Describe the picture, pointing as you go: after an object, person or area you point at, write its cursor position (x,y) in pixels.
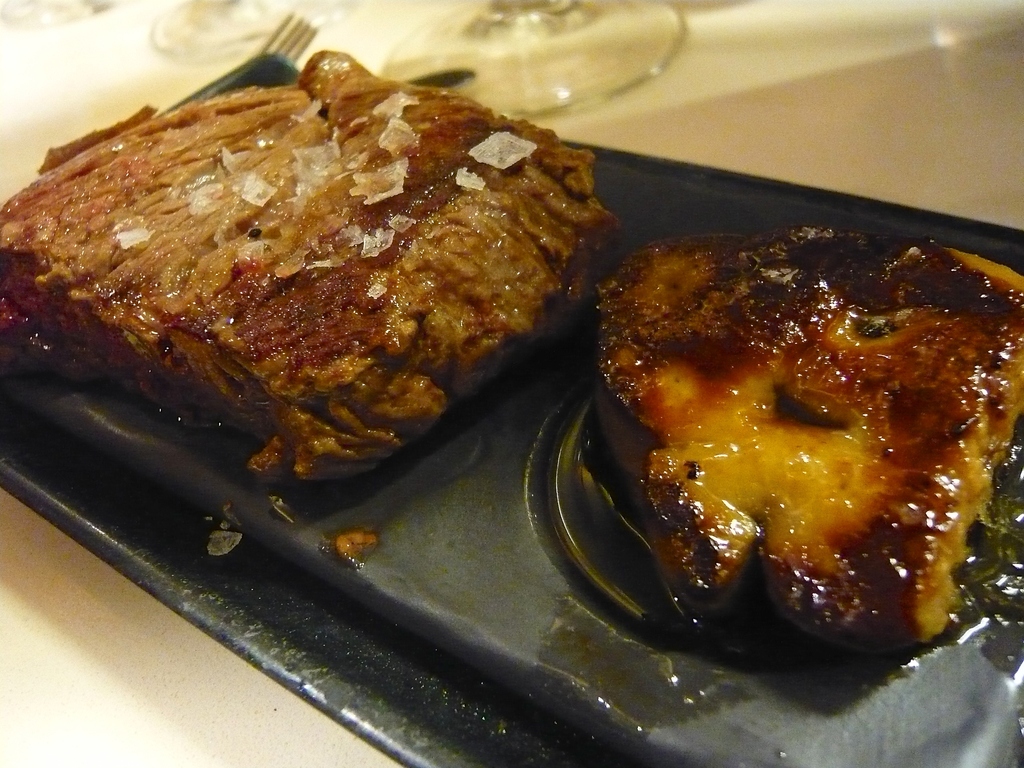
In this image we can see food items (720,368) on the tray (470,396), there is a fork (297,34), a knife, also we can see bottom parts (463,31) of the glasses (527,31), which are on the white colored surface (287,748).
